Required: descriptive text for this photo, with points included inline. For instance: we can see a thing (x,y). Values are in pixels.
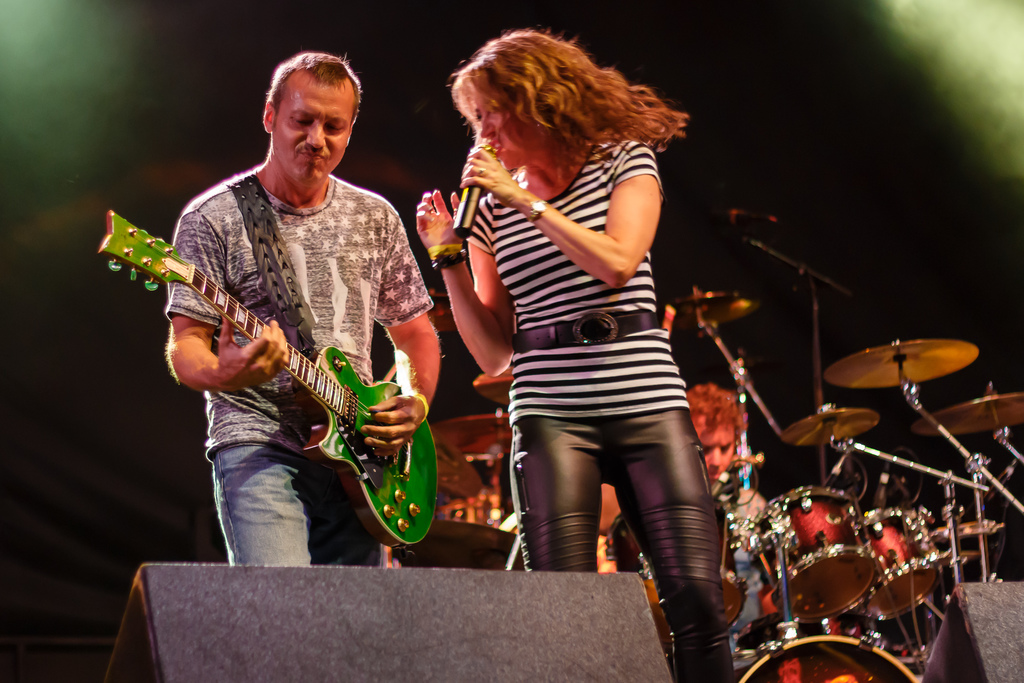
This image consists of three persons (704,615) performing music. On the left (267,393), the man (246,522) is playing a guitar (357,457). In the middle (591,416), the woman (579,385) is singing. On the right (730,402), the man (715,411) is playing drums (874,675). At the bottom (276,653), we can see the speakers (354,626). The background (887,299) is too dark.
